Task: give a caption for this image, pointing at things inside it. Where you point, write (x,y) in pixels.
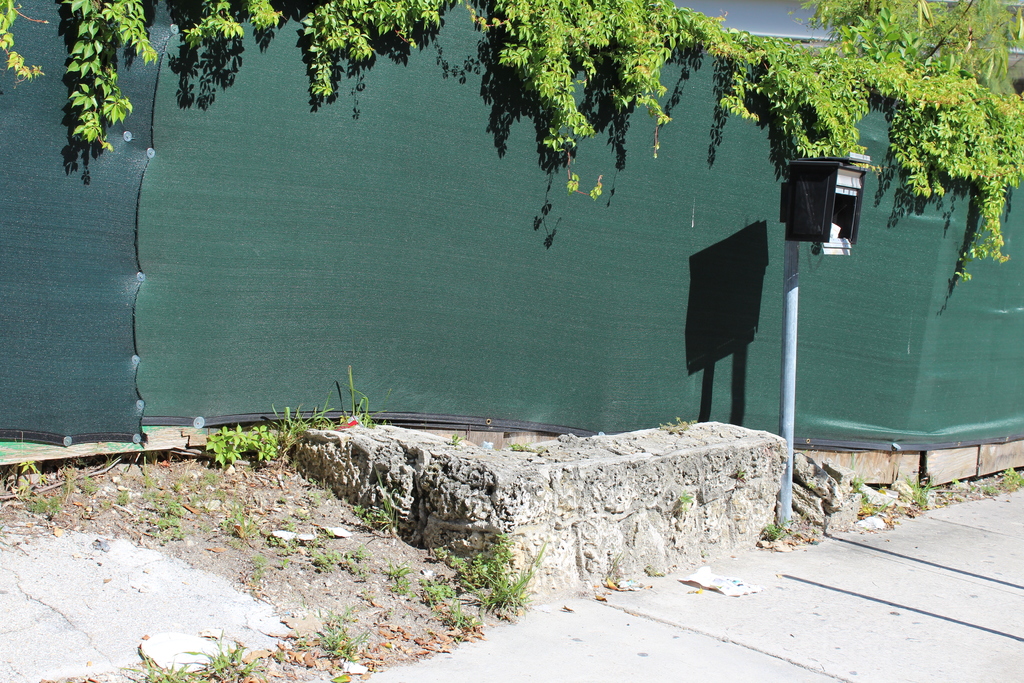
In this picture I can see there is a walk way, a pole (790,260) and there is a green color wall (457,222) in the backdrop (460,201).
